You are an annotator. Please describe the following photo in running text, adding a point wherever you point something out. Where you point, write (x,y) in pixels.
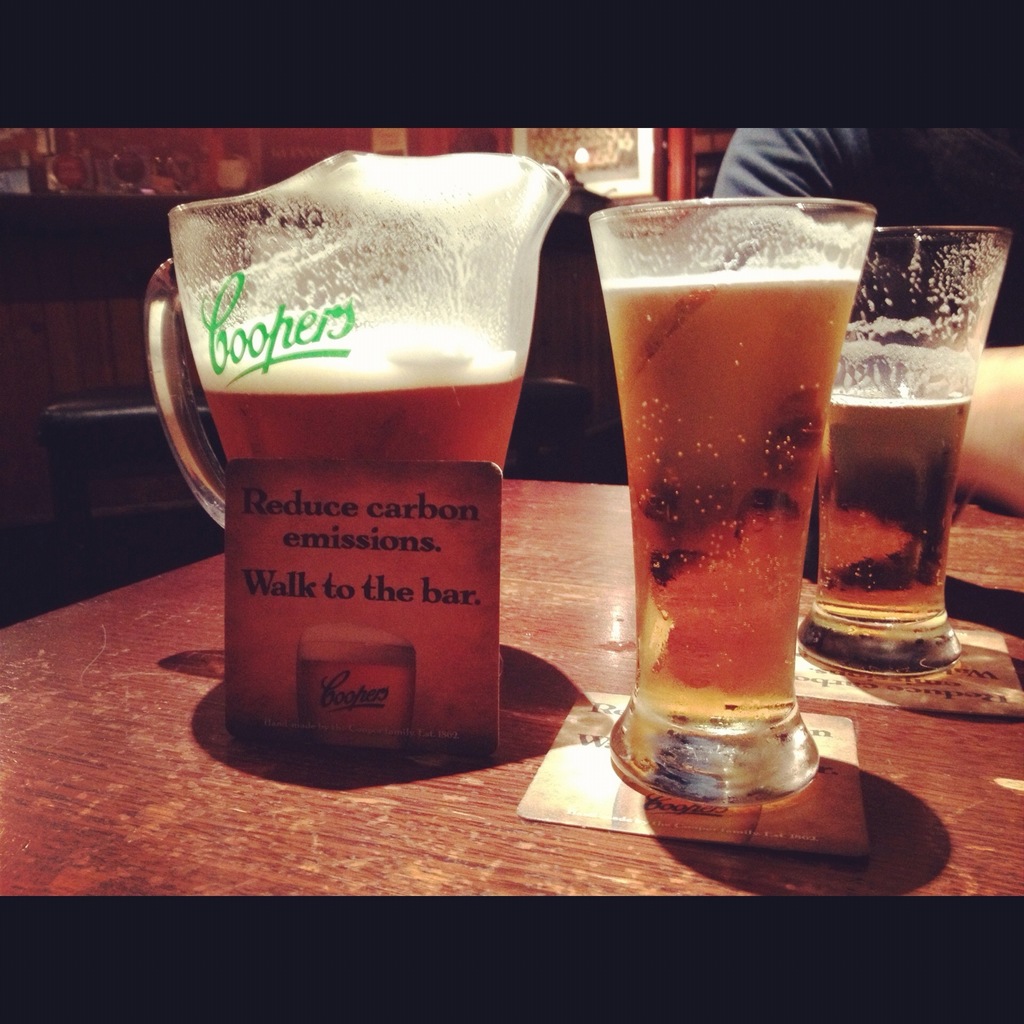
In this image we can see there is a glass mug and two glasses (747,516) of drink (656,448) placed on the table (963,761). In front of the table (979,561) there is a person (795,169).
